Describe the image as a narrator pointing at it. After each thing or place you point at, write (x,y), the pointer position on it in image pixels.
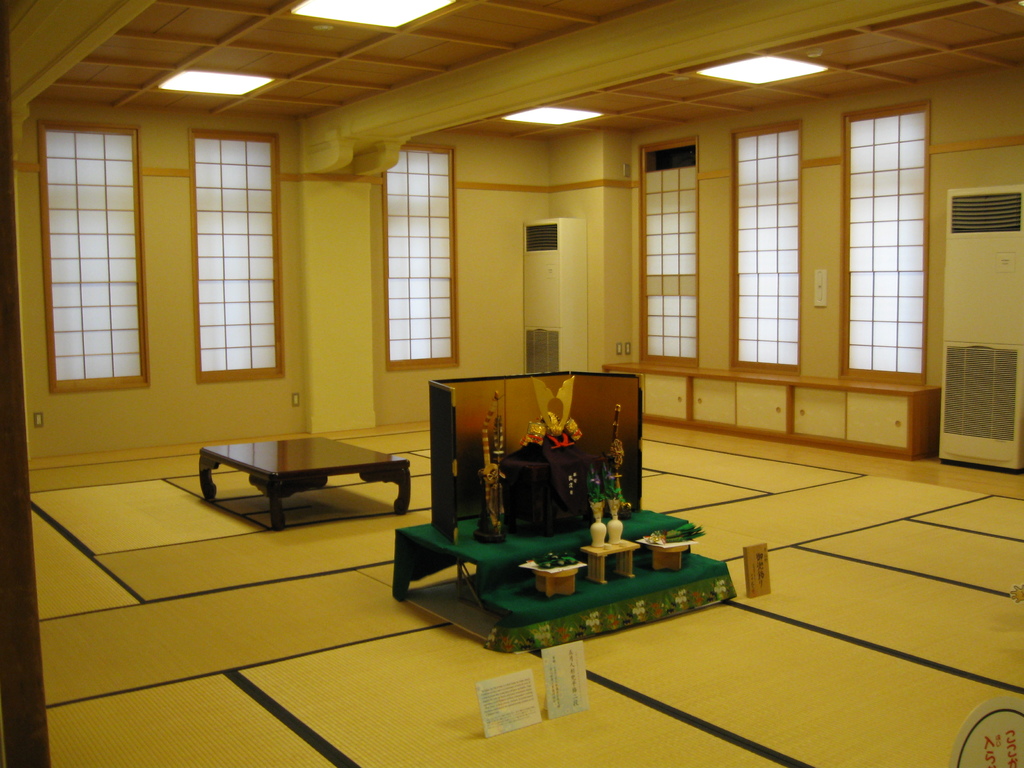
As we can see in the image there is yellow color wall (518,147), windows (449,266), lights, tables (394,470), flower flasks (600,523) and posters (570,688).
